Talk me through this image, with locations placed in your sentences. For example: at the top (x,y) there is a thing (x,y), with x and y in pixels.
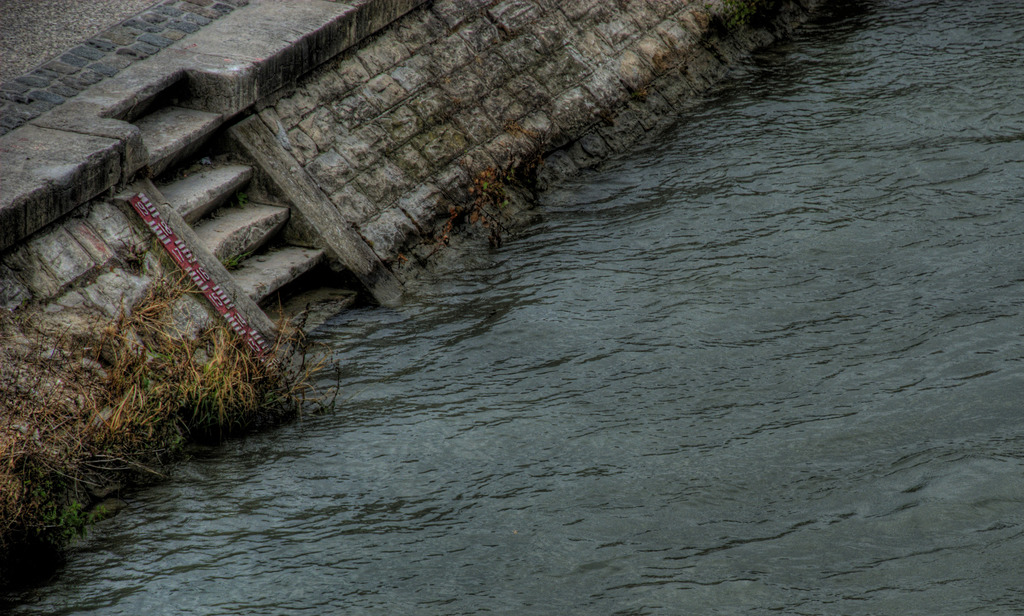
In this image I can see the water (719,395), some grass (209,409) which is brown and green in color, few stairs (226,216) and the ground (143,32). I can see a measuring scale (197,266) which is red and white in color.
